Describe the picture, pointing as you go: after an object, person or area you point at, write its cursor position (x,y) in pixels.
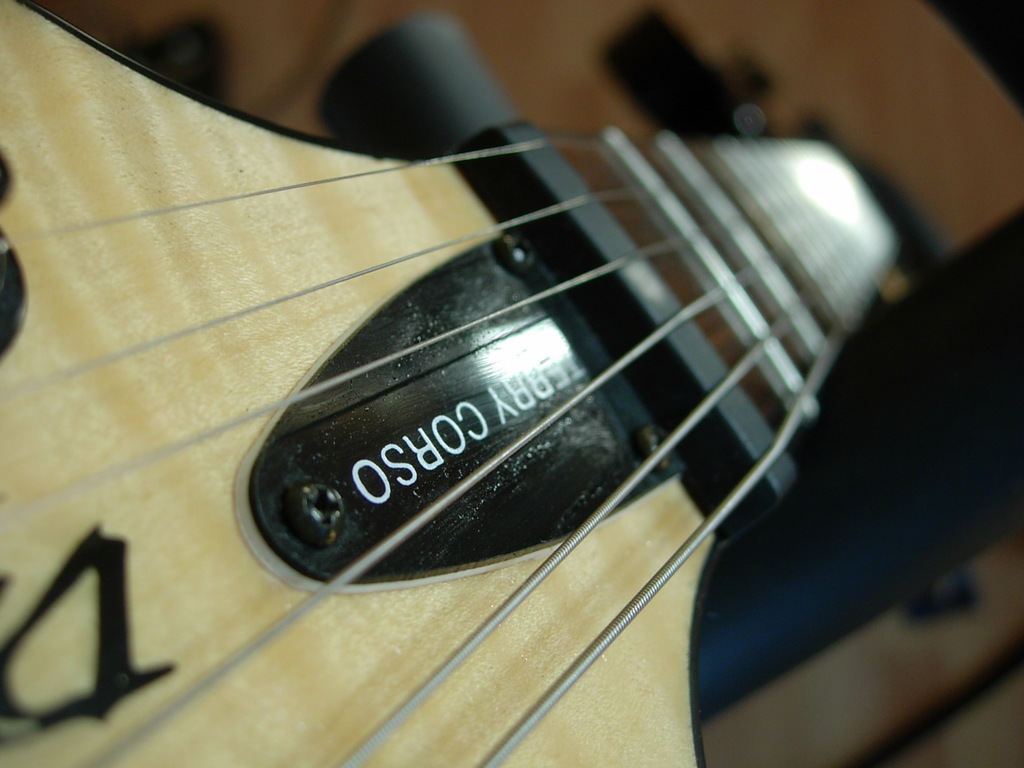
In this image we can see the closer view of a guitar strings (663,250).
